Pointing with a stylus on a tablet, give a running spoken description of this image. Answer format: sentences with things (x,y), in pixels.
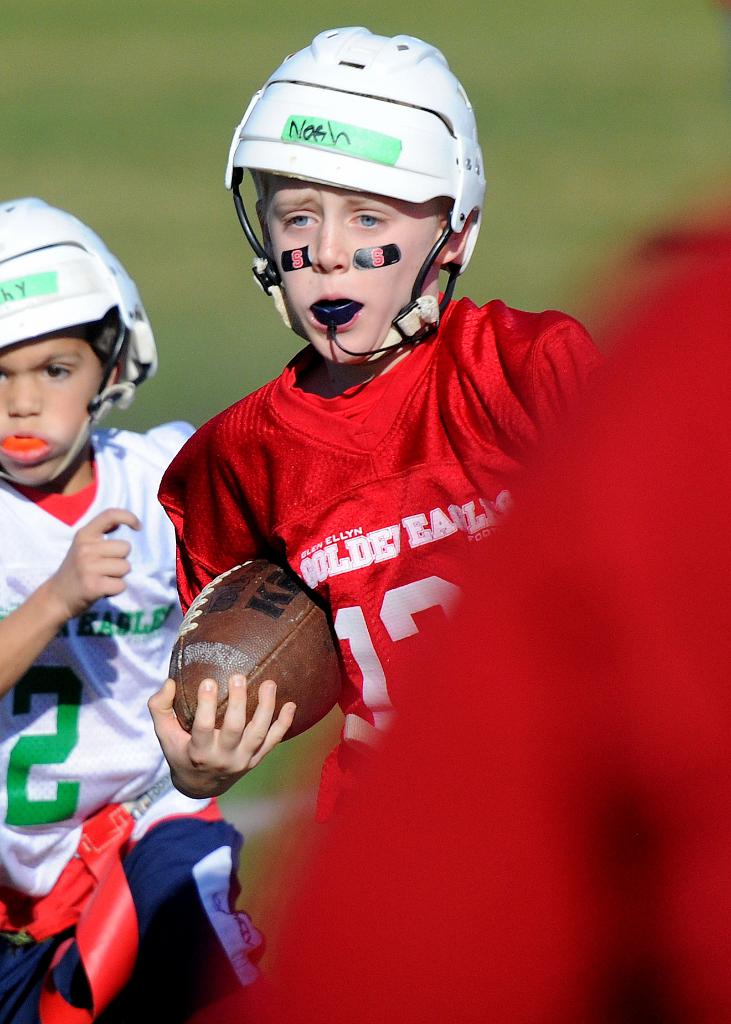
There is a boy (454,461) wearing helmet (323,171) is holding an american football (297,593). In the back (124,697) another boy (109,687) is wearing a helmet (120,313). They are having something in the mouth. In the background (483,15) it is blurred.
